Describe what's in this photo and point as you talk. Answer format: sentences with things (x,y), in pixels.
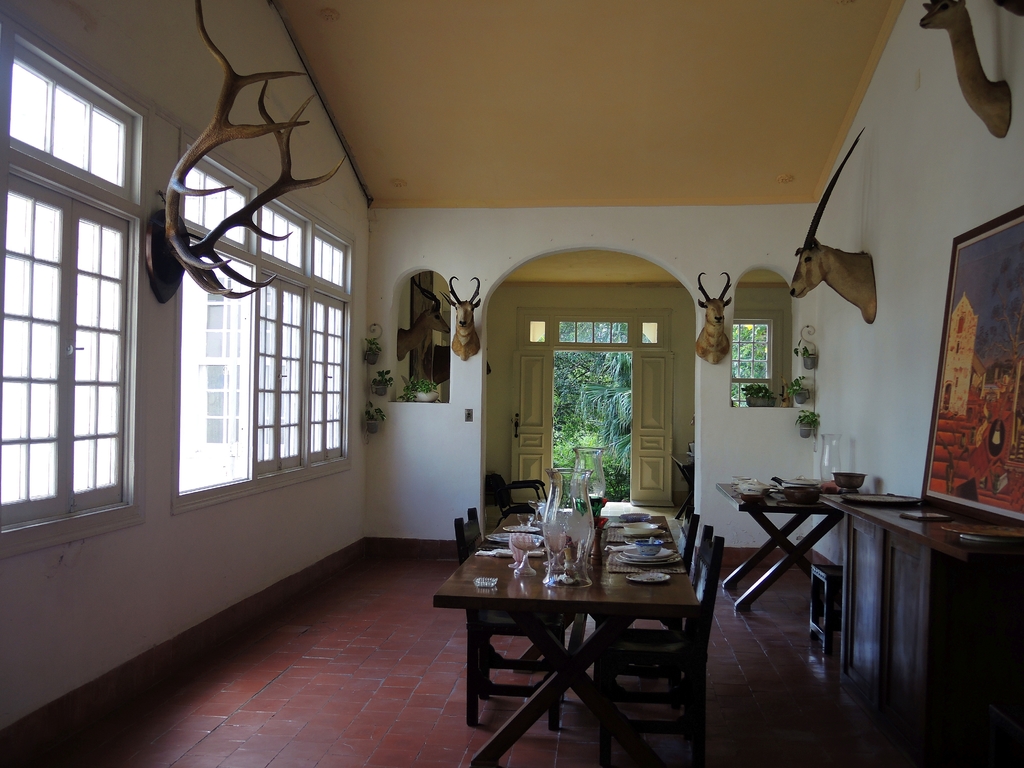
In the foreground (605,506), I can see tables (570,679) on which a photo frame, plates (649,558), bowls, glasses (521,573) and glass objects (590,536) are kept. In the background (448,407), I can see windows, door (660,390), a wall (507,245), sculptures (866,295), house plants (809,435) and trees (582,334). This image taken, maybe in a hall (786,517).
